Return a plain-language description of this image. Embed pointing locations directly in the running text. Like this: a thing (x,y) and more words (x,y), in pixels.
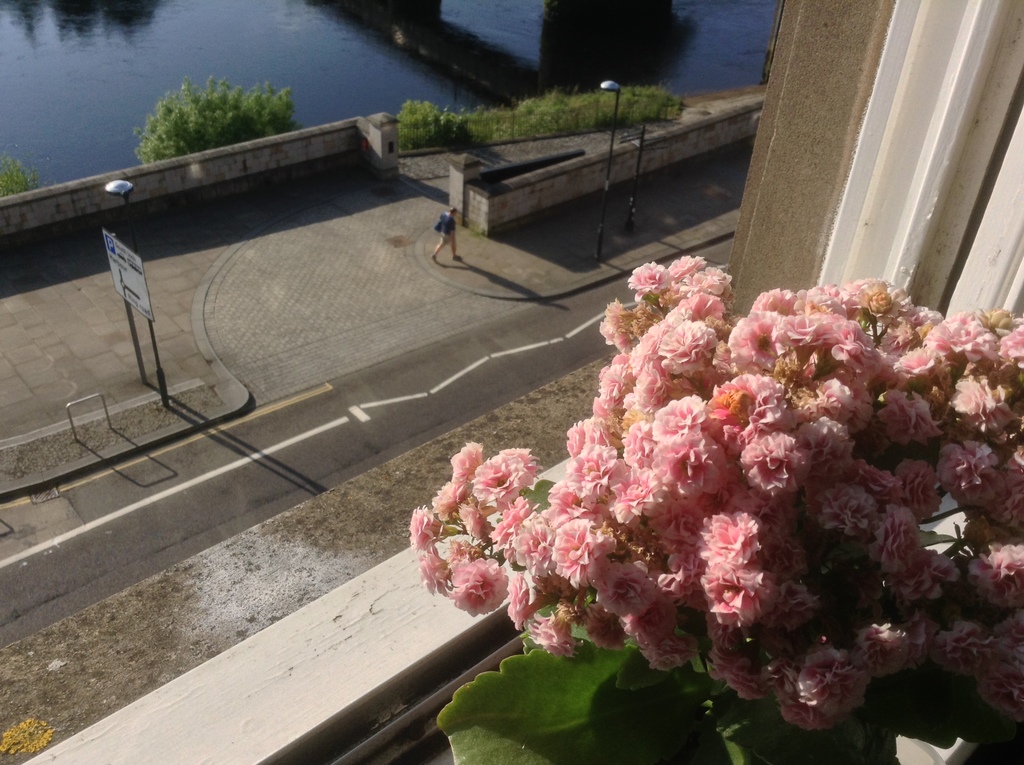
In this image there is a river (466,53) truncated towards the top of the image (186,29), there are plants (220,112), there is a plant (14,181) truncated towards the left of the image (12,162), there is a person (436,255) walking, there are poles (639,134), there are lights (615,80), there is board (142,268), there is text (129,268) on the board (111,257), there are flowers (904,419) truncated towards the right of the image (939,333), there is leaves (645,727) truncated towards the bottom of the image (616,757), there is wall (874,50) truncated towards the top of the image (866,34), there is wall (394,680) truncated towards the bottom of the image (308,644).
